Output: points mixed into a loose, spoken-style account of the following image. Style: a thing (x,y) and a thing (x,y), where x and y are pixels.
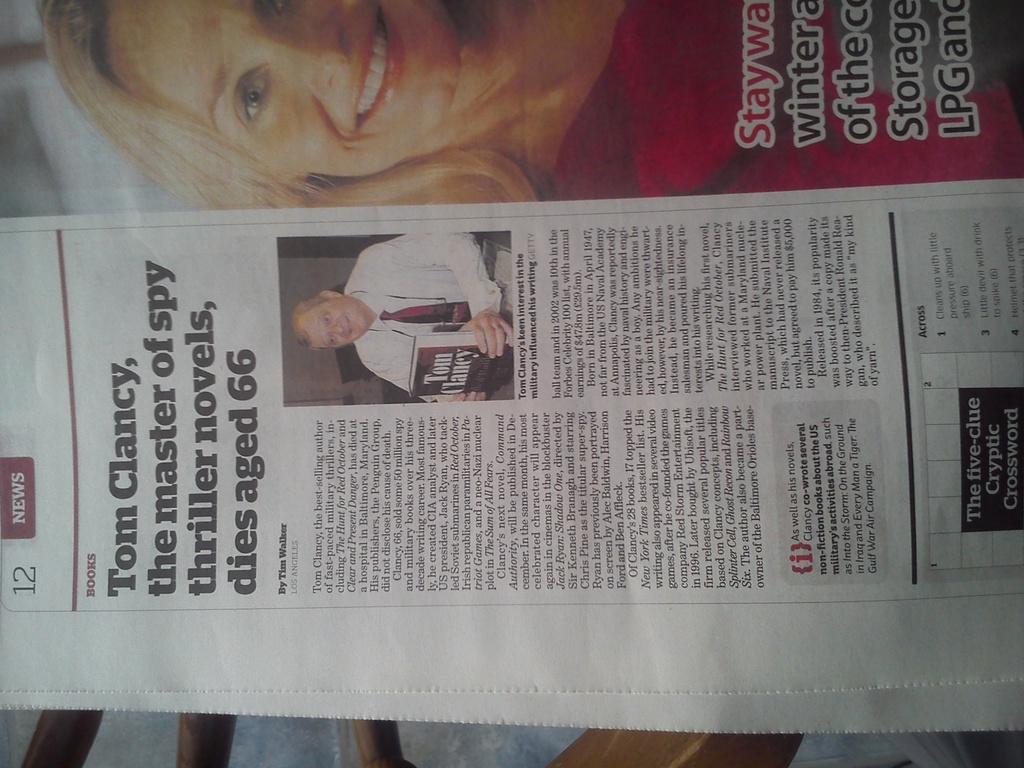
In this image there is a newspaper (841,545), in that paper (497,471) there is some text (813,453) and pictures (448,156).
